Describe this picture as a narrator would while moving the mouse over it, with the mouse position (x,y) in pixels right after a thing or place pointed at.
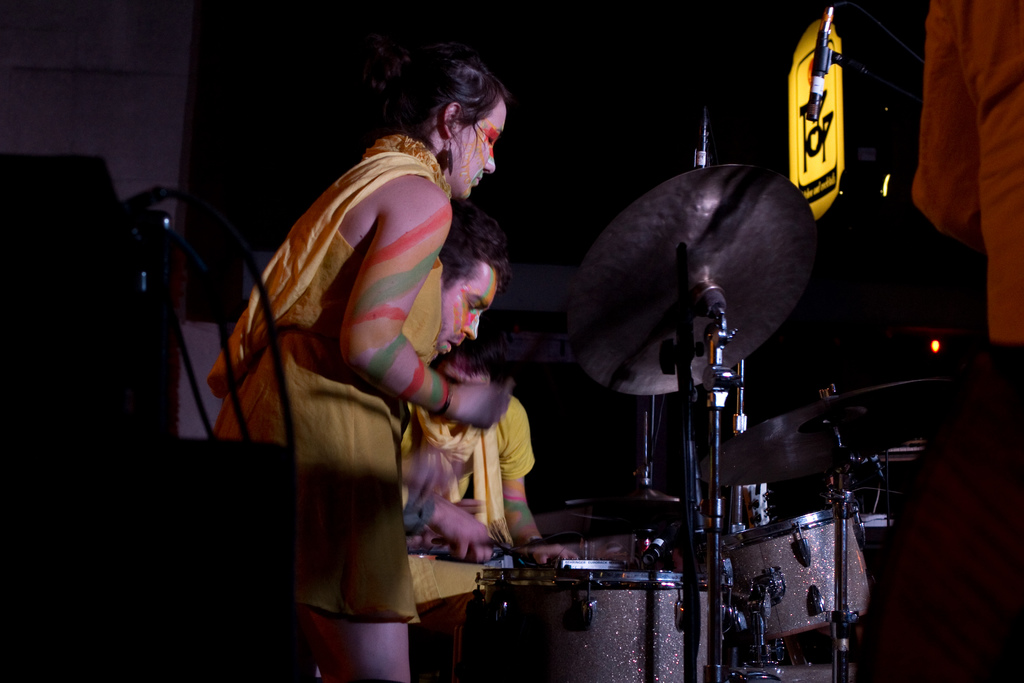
In the image there is a lady (343,339) standing. On her face (474,162) and hands (371,363) there are painting (403,281). Beside her, there are few people (463,454). In front of them there are musical instruments (577,638). On the right corner of the image (941,118) there is a person (956,58). And also there is a stand (855,71) with mic (825,23). There is a poster (833,107) with light (797,98). On the left side of the image (159,212) there is an object (269,479) with wires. And there is a blur background (212,307).
